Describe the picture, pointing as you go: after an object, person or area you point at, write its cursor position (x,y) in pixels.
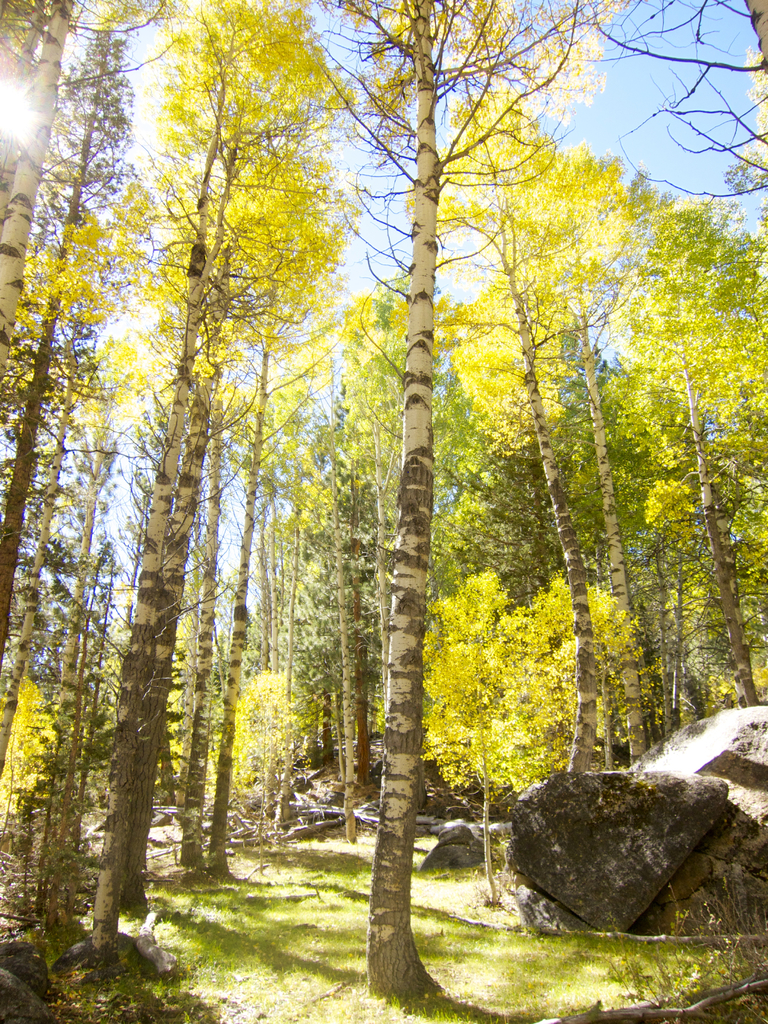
In this image we can see trees (592,681), rocks (623,866), grass (137,1017) and other objects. In the background of the image (738,78) there is the sky (690,5) and the sun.
